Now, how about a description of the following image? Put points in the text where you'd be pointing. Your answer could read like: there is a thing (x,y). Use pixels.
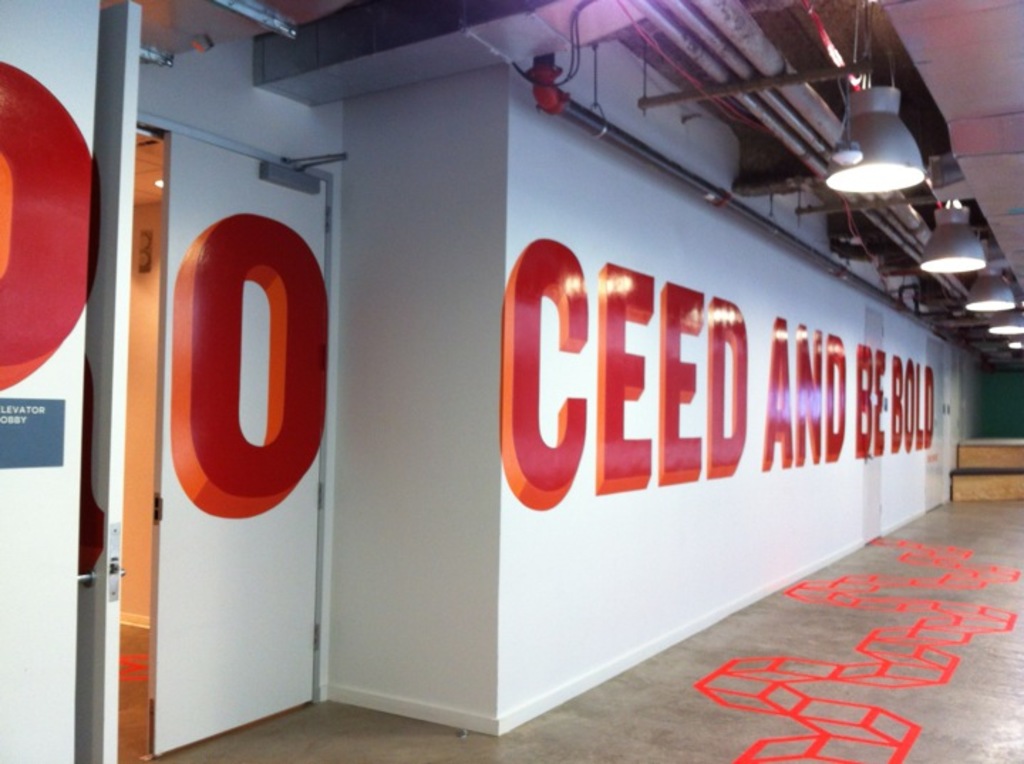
In this image there is a floor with some red paintings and beside that there is a wall (408,430) and lights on the roof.
